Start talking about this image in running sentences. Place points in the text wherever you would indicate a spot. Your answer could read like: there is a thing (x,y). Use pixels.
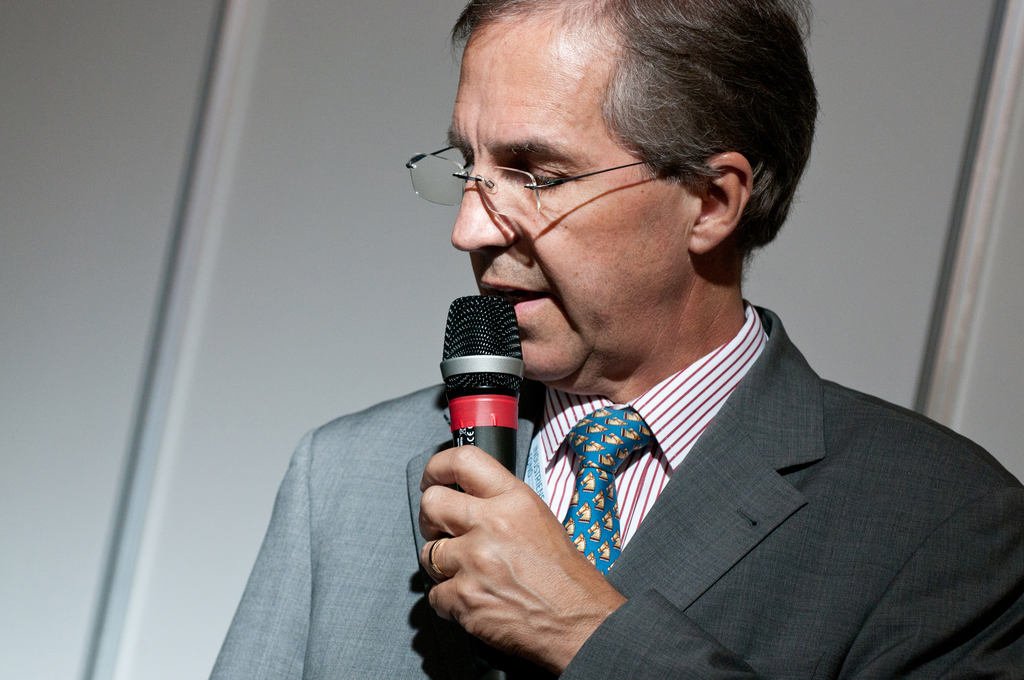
As we can see in the image there is a man (590,445) holding mic (483,373).
